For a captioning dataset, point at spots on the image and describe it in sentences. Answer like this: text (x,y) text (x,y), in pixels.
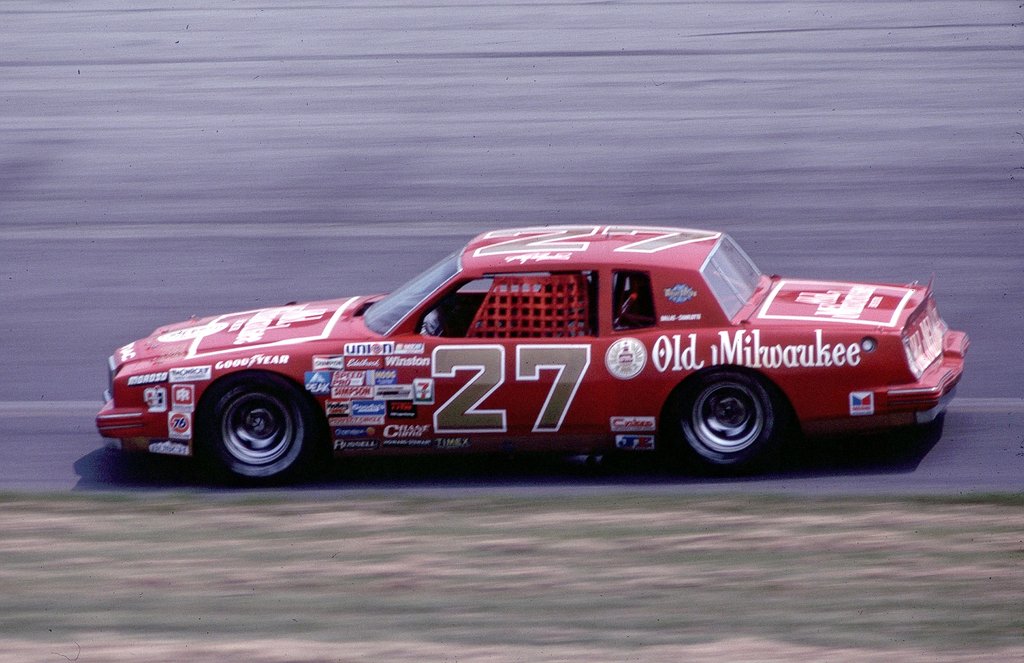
In this image we can see a red color car (378,385) is moving on the road (761,123).
